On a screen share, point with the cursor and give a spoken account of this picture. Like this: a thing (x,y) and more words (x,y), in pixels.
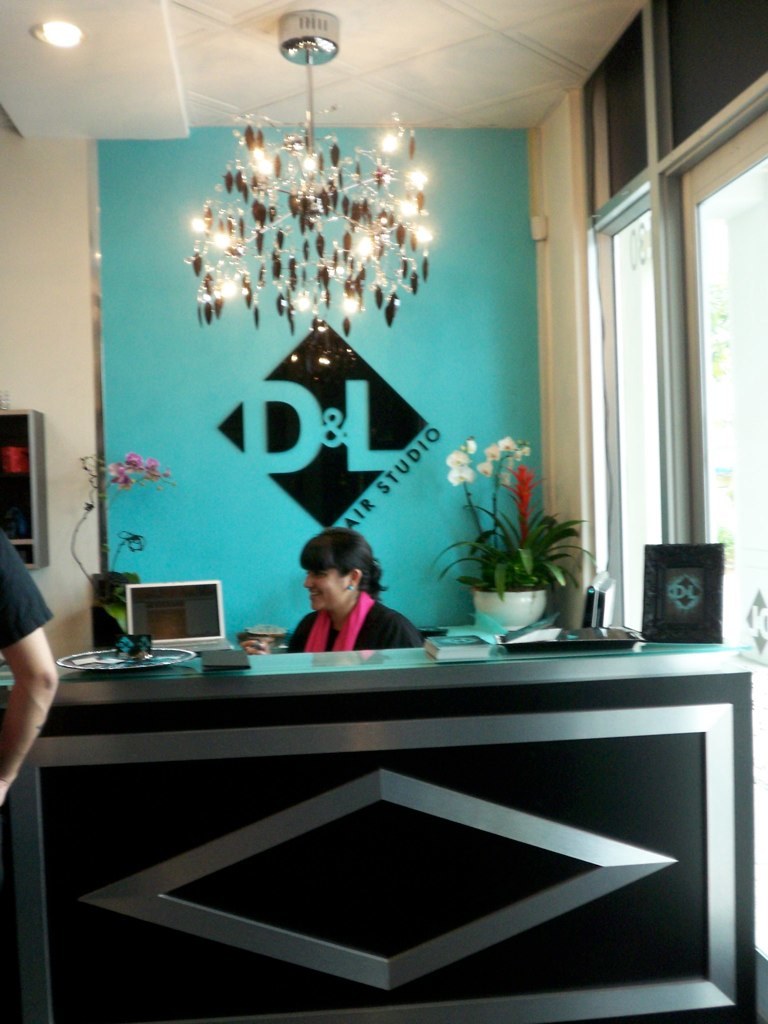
In this image I can see a person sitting and the person (384,639) is wearing black color dress (381,626). I can also see a laptop (192,639), a plate (182,659) and a frame (704,614) on the table (340,726), background (435,551) I can see a plant (492,503) in green color, a board (166,322) which is in green color attached to the wall (67,291) and the wall (51,303) is in cream color, I can also a chandelier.
